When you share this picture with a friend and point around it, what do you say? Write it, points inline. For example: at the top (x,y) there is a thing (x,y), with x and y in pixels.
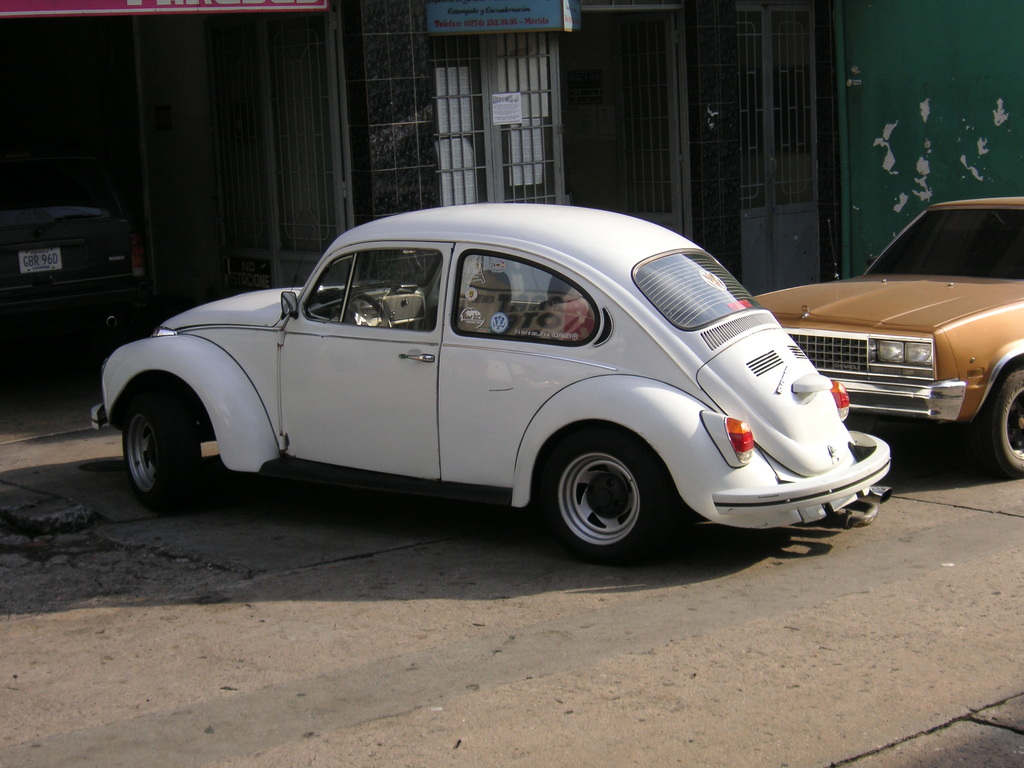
In this image I see 2 cars (739,314) which are of white and brown in color and I see the path (956,425). In the background (208,231) I see the buildings (176,181) and I see boards (57,2) over here on which there is something written.
